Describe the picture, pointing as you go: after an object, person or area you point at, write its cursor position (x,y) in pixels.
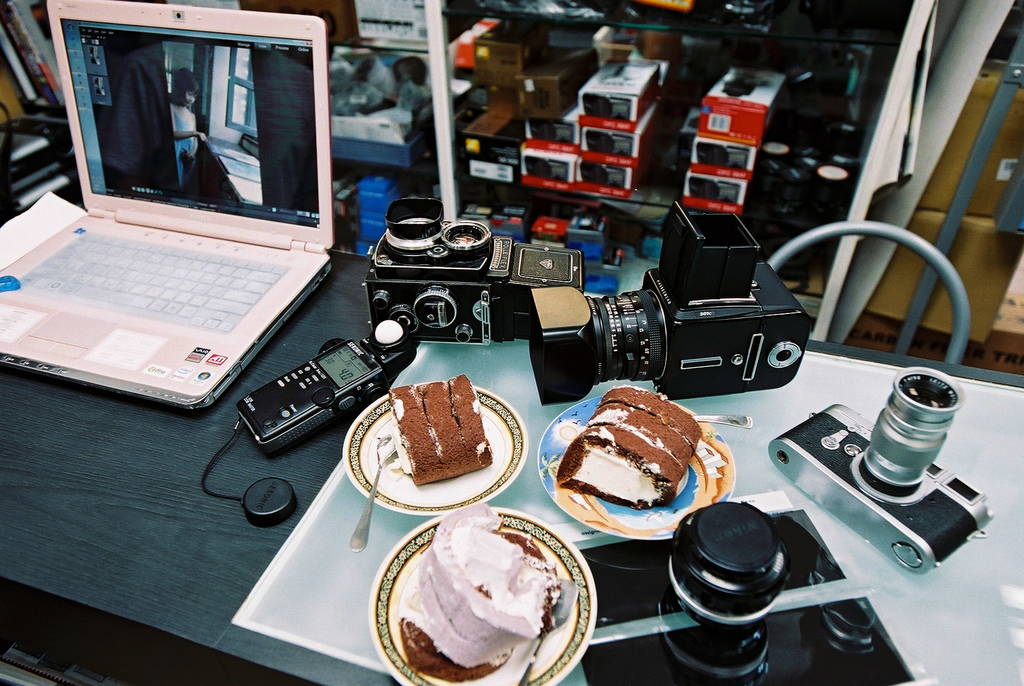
We can see laptop (237,349), light meter (307,376), cameras (743,330) and plates (703,481) of pastries (674,480) and spoon (361,522) on the table (302,521).
